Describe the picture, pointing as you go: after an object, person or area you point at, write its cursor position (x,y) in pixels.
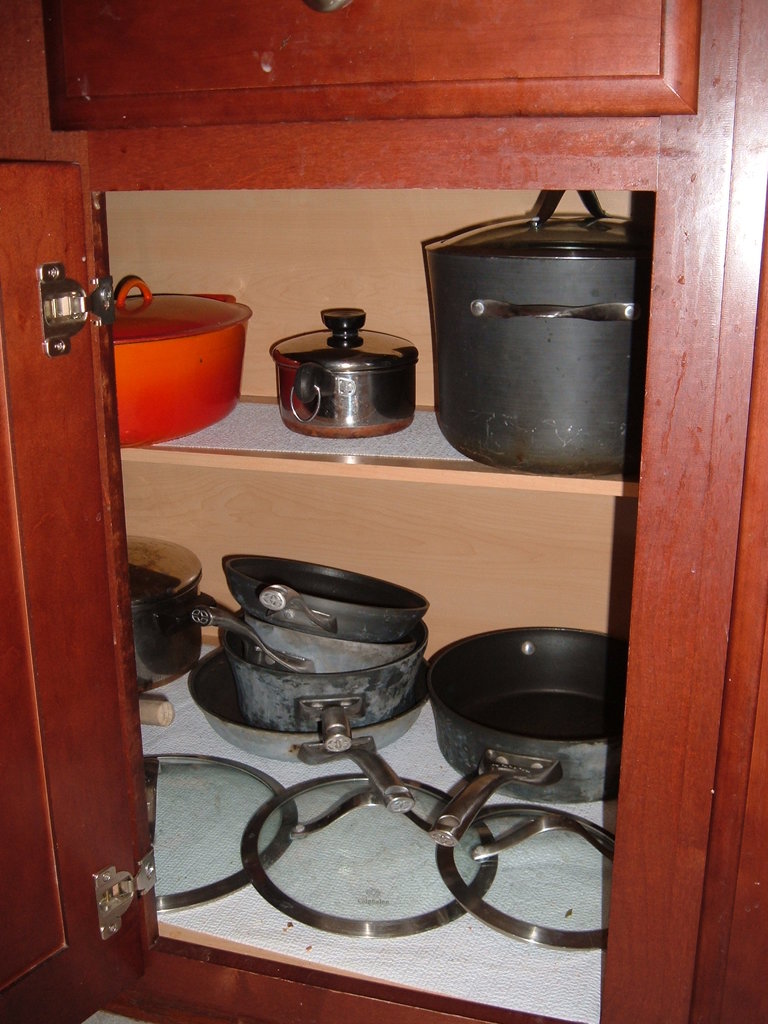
In this image we can see a cupboard (168,473). Inside the cupboard (236,410) we can see pans (562,657) and some other vessels (132,317).
